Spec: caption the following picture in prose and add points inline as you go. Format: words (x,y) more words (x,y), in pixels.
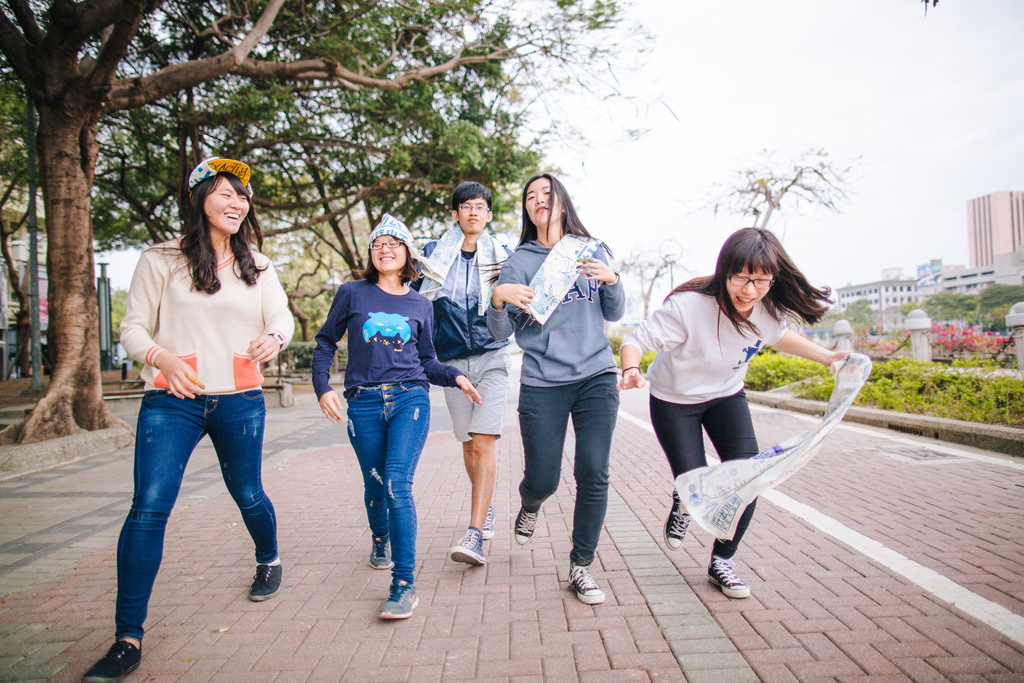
In this picture we can observe five members (469,338) walking in this path (310,534). Four of them are women (429,400) and one of them is a man (470,321). All of them are smiling. We can observe some trees (352,197) and plants (808,363) in this picture. In the background (852,288) there are buildings (955,288) and a sky (745,108).
